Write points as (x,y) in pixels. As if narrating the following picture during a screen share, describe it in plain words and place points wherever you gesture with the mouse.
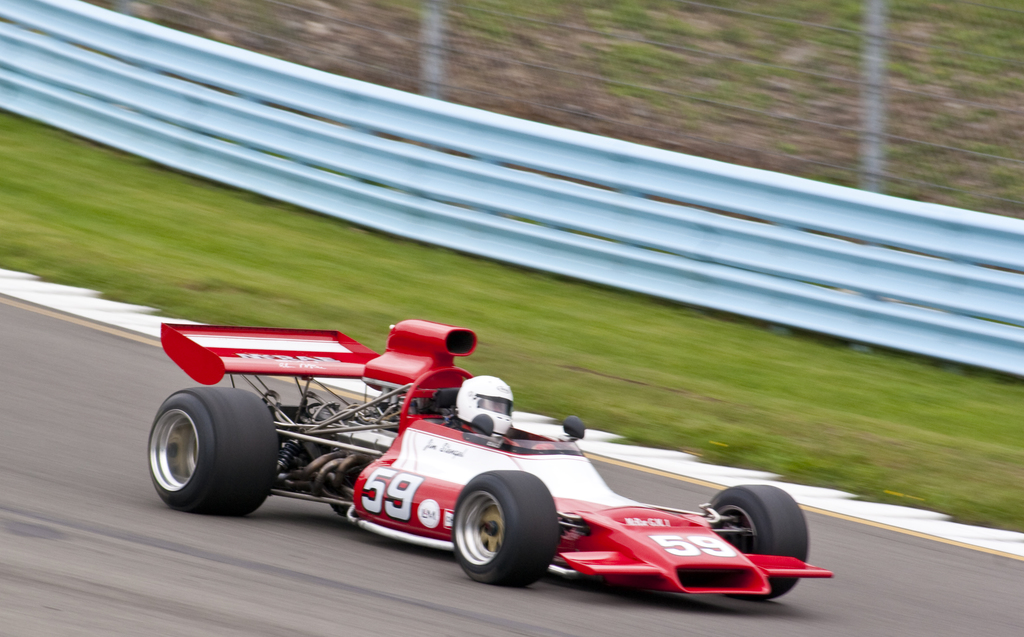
In this image we can see a person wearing a helmet (470,386) sitting in a sports car (449,486) which is on the road (301,555). On the backside (846,399) we can see some grass (652,367) and a metal fence (786,260).
